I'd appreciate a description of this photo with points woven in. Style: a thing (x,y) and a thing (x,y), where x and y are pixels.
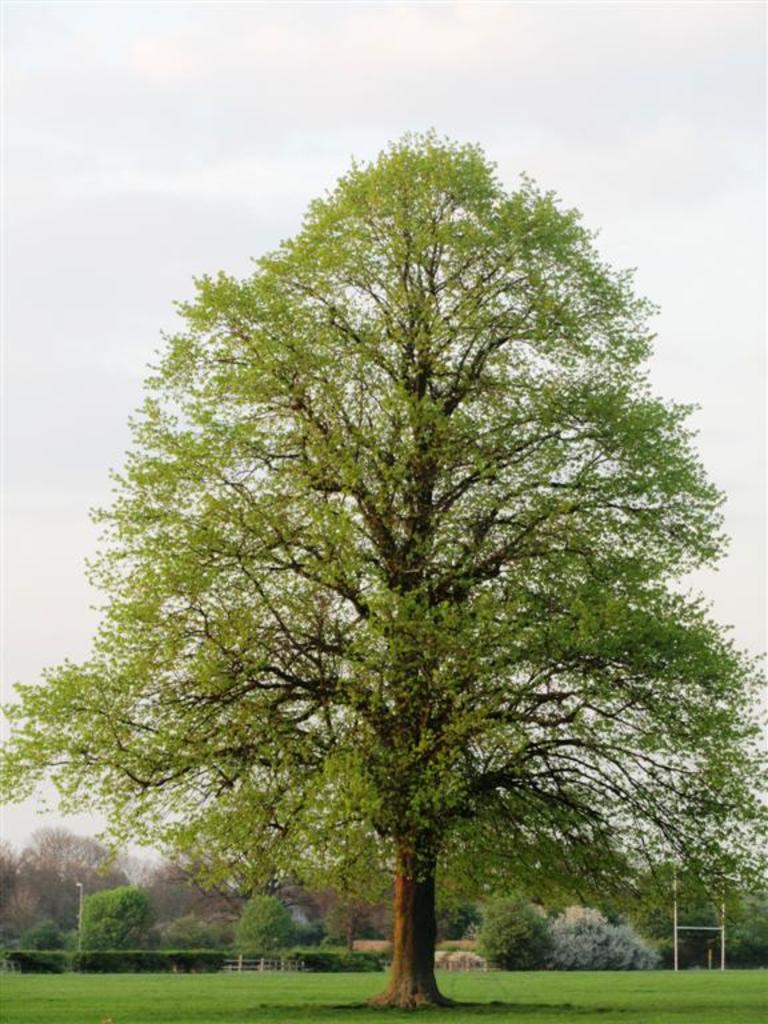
In this picture there is a tree (430,370) in the foreground (434,831). At the back (258,958) there are trees (324,927) and there are poles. At the top (106,266) there is sky (155,353). At the bottom (334,1012) there is grass (369,1018).
